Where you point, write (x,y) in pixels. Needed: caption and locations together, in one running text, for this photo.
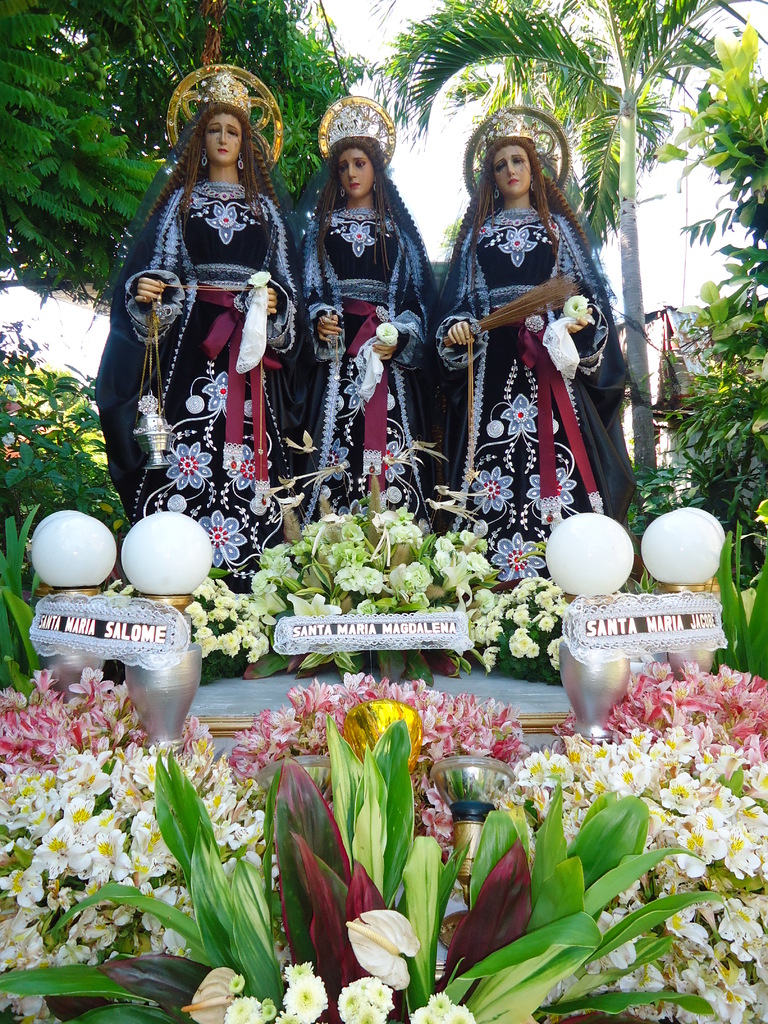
In this image I can see the statues (418,400) of women (362,422). Here I can see flower plants (355,907) and white color objects (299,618). In the background (467,111) I can see the sky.
